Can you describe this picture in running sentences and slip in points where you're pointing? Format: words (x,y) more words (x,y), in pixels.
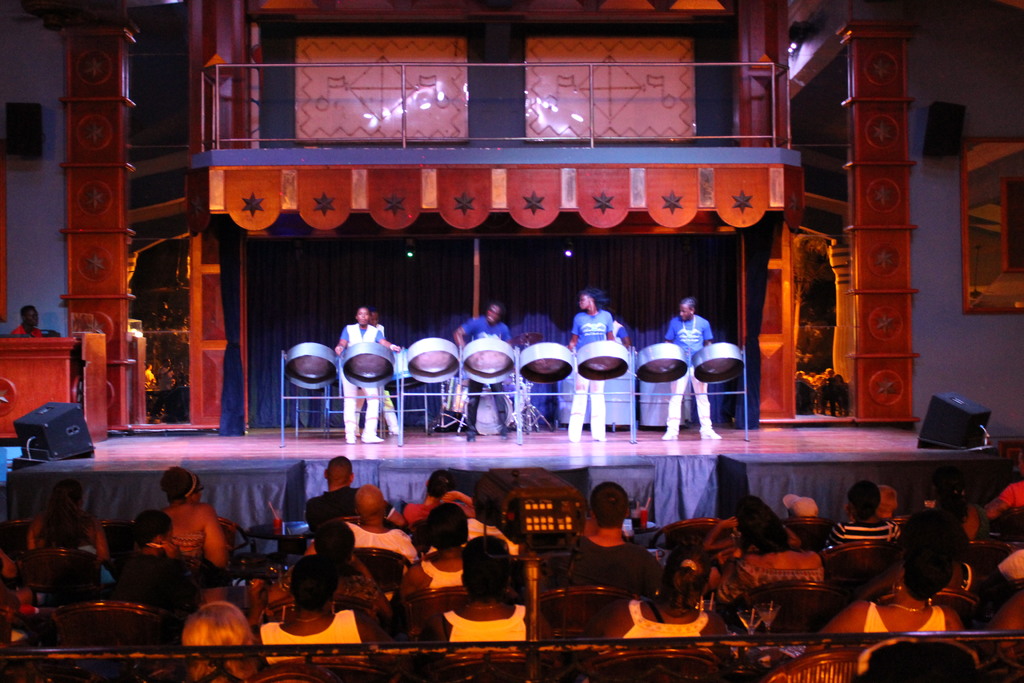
In this picture I can see group of people (634,544) sitting on the chairs (996,546), there are group of people (498,408) playing the musical instruments (328,376), there are speakers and some other objects (644,244).
